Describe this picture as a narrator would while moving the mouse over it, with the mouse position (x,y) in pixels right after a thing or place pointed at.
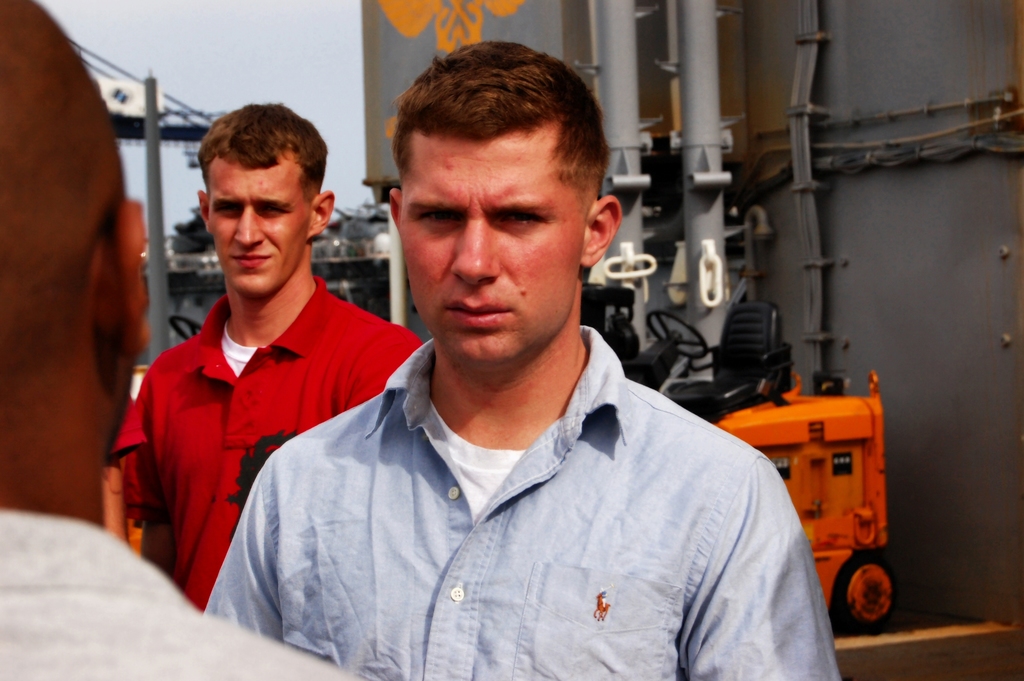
This image is taken outdoors. In the background (753,80) there is a building (786,328). There are a few pipe lines (619,121). There is a vehicle (843,538) parked on the road (903,642). At the top of the image (203,24) there is a sky (185,17). On the left side of the image (252,551) there are three men (247,556) standing on the ground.
